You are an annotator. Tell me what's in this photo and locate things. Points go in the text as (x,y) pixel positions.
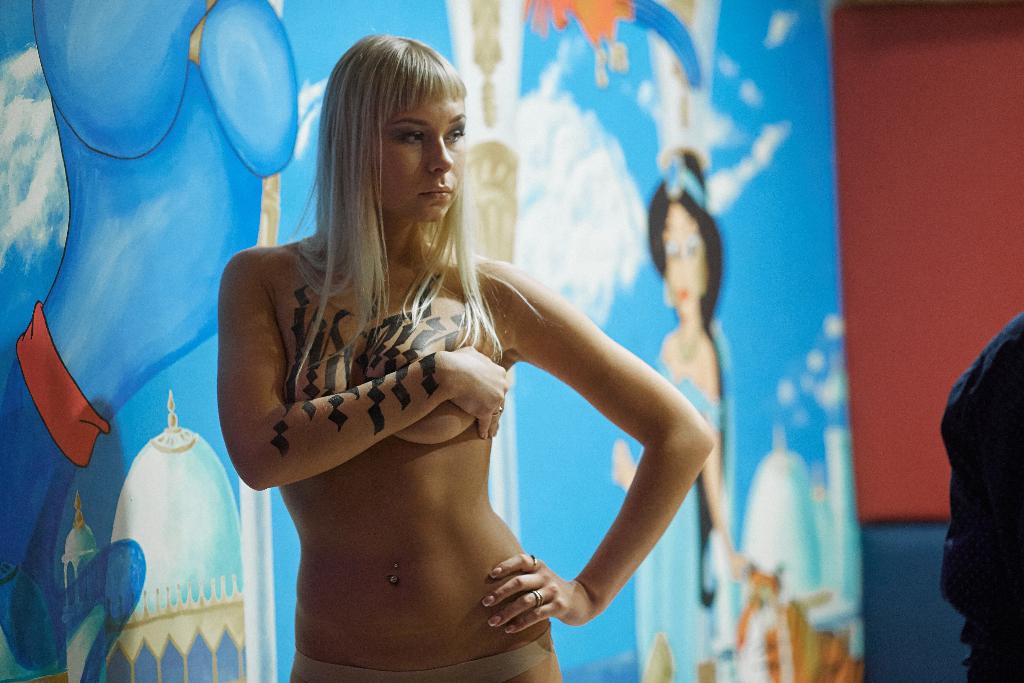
In this image, I can see the woman (397,445) standing. I can see the painting (227,156) on the board (673,240). On the right corner of the image (980,431), I can see another person (990,516) standing.
